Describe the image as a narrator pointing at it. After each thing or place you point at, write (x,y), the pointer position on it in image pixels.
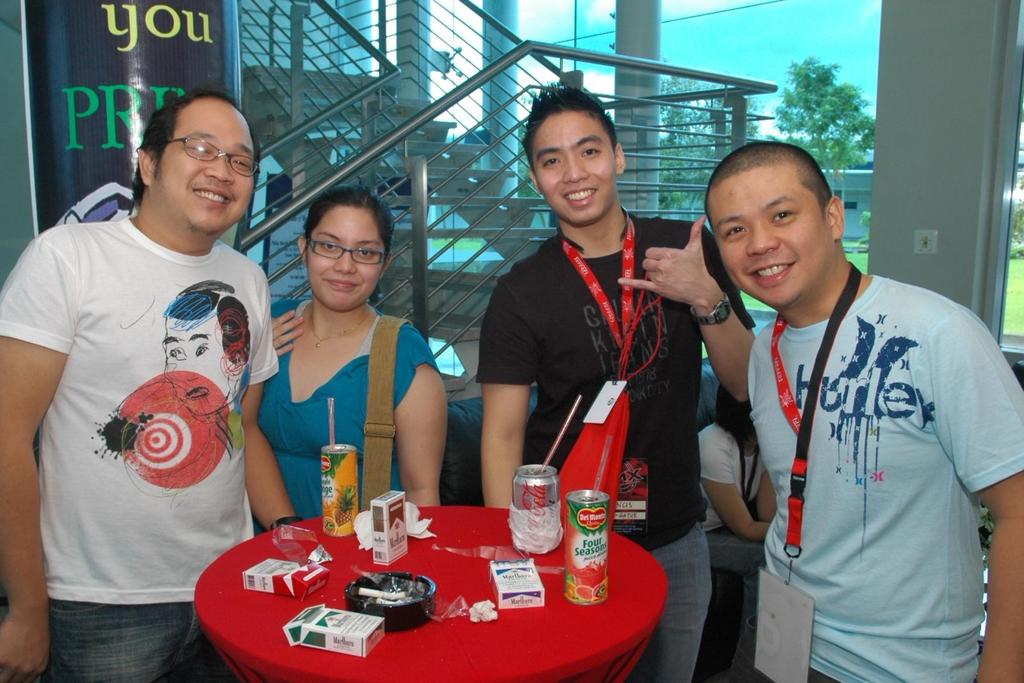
Here we can see a group of people (809,372) standing in front of a table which is having tins (337,501) of juices (572,536) on it and all of them are smiling and behind them we can see a stair case (386,130) we can see a banner (162,101) and we can see trees (807,96) present.
